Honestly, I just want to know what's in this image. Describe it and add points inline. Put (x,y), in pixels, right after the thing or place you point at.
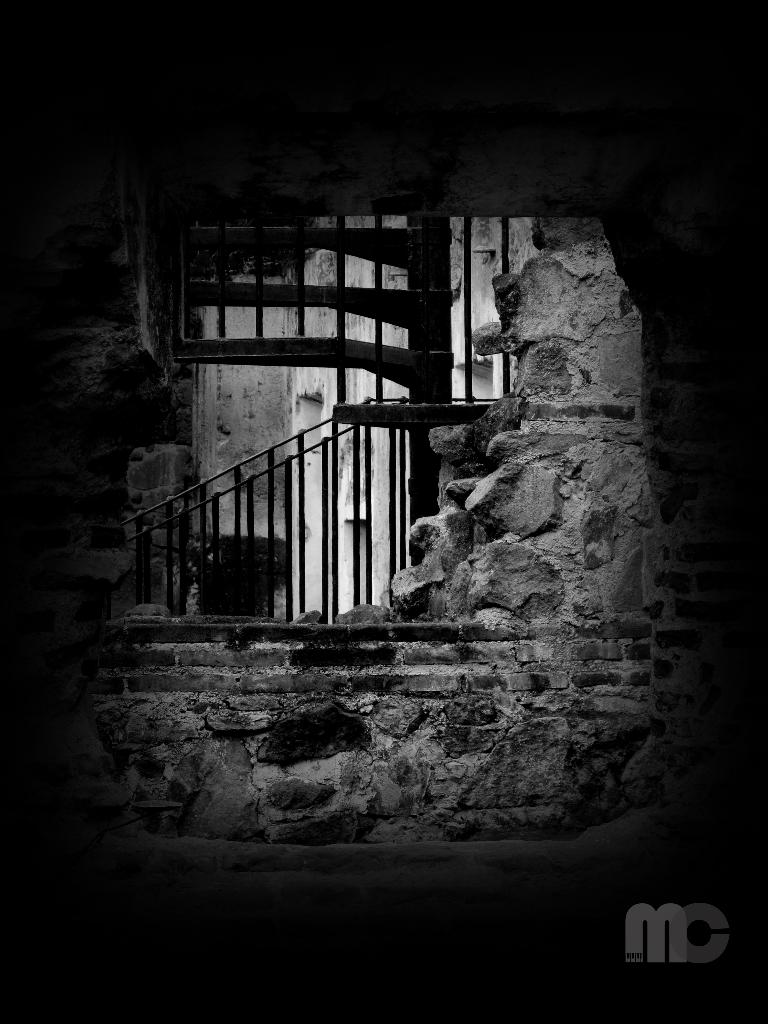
There is a black and white image. In this image, there is a wall (247,676) in front of stairs (384,353).
